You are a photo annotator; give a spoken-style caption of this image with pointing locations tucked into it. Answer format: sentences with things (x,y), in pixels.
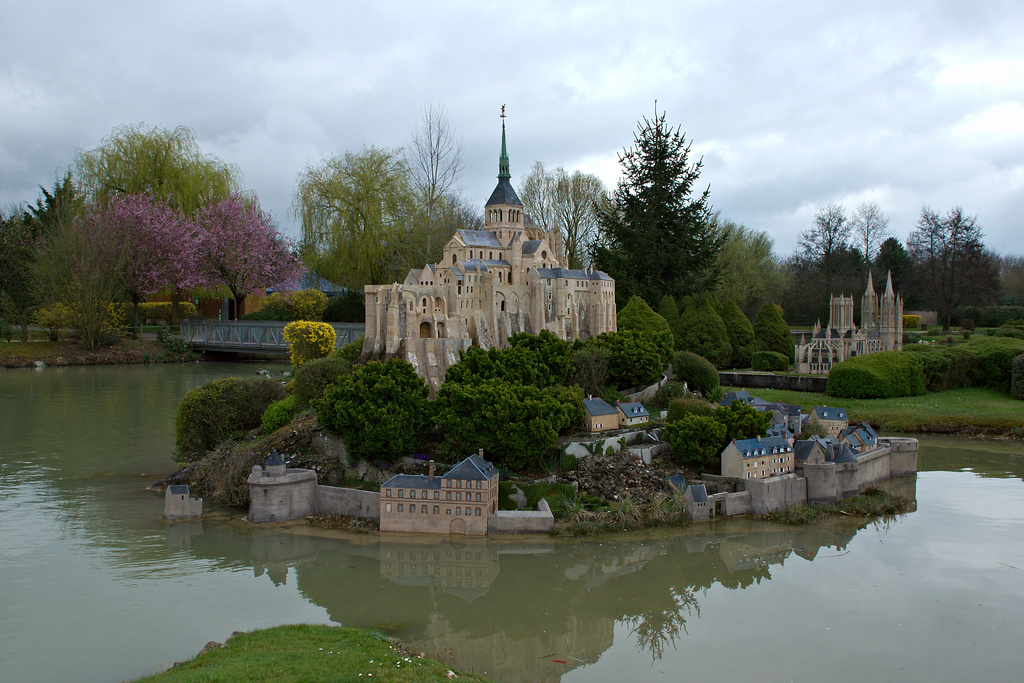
In this image we can see the building (795,425), trees (621,363) and the wall (280,485). Beside the buildings (604,402) we can see the water (312,557). On the water (402,594) we have the reflection (545,603) of trees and buildings (588,629). In the background (144,277), we can see the plants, trees (635,313), grass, bridge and a building (809,338). At the top (615,43) we can see the sky (508,43).
